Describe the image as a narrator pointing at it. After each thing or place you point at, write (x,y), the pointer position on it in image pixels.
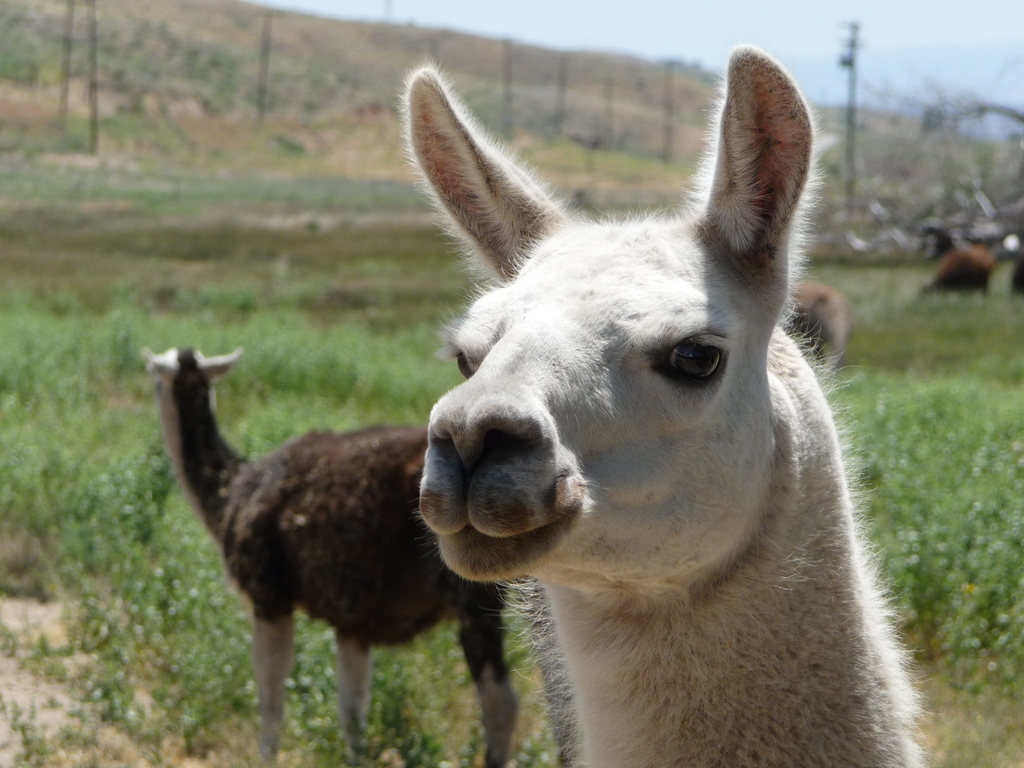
This image is clicked outside. There are animals (360,448) in the middle (507,438). There are plants (62,524) and grass (450,633) at the bottom (77,523). There is sky (630,21) at the top (842,79).
